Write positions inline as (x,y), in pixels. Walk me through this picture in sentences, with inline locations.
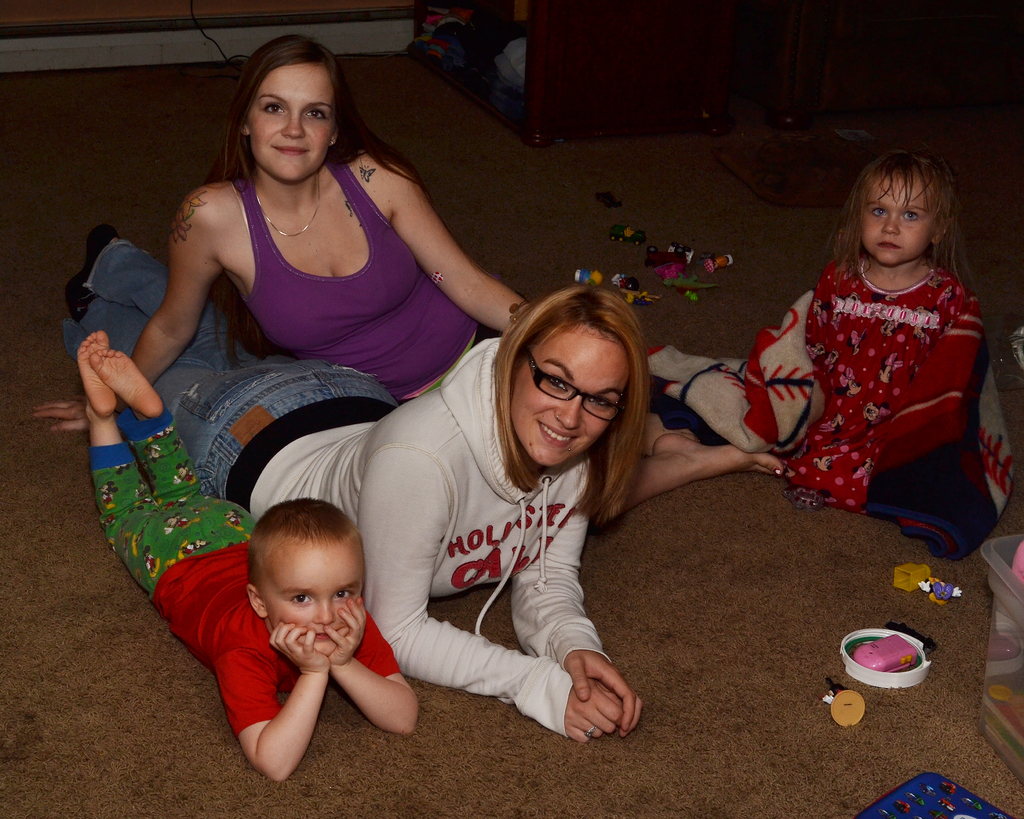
In this image we can see women (368,337) and children (820,336) lying on the floor (759,522). In addition to this we can see a cupboard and toys (655,296) on the floor (829,546).
